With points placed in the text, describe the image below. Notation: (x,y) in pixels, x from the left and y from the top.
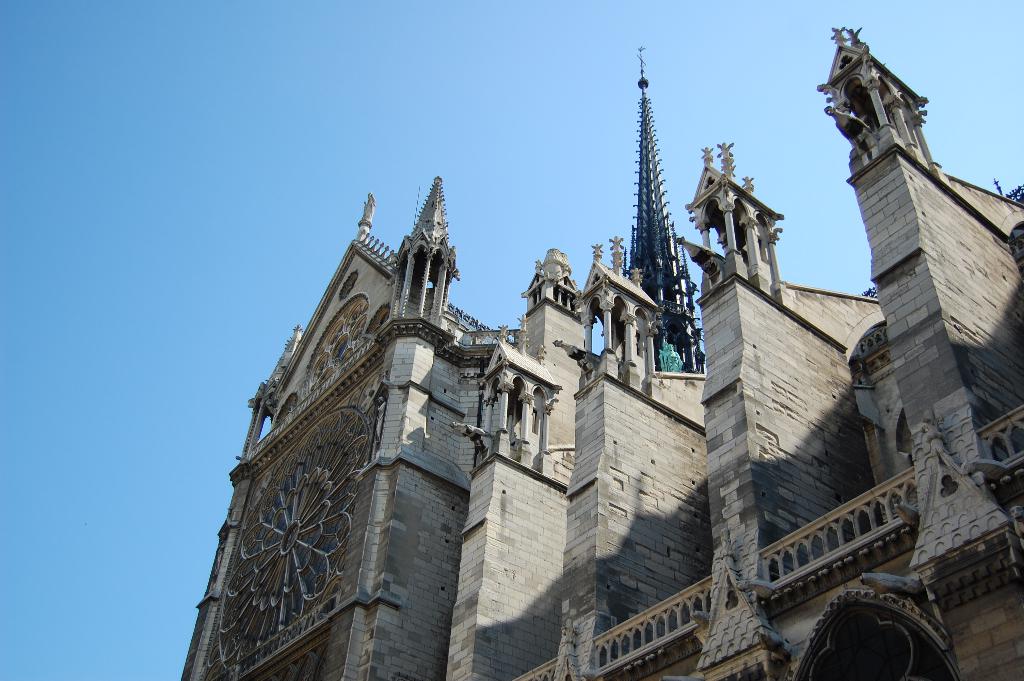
In this picture we can see a building (419,377), pillars (730,239), walls (823,436) and in the background (460,169) we can see the sky (460,169).
